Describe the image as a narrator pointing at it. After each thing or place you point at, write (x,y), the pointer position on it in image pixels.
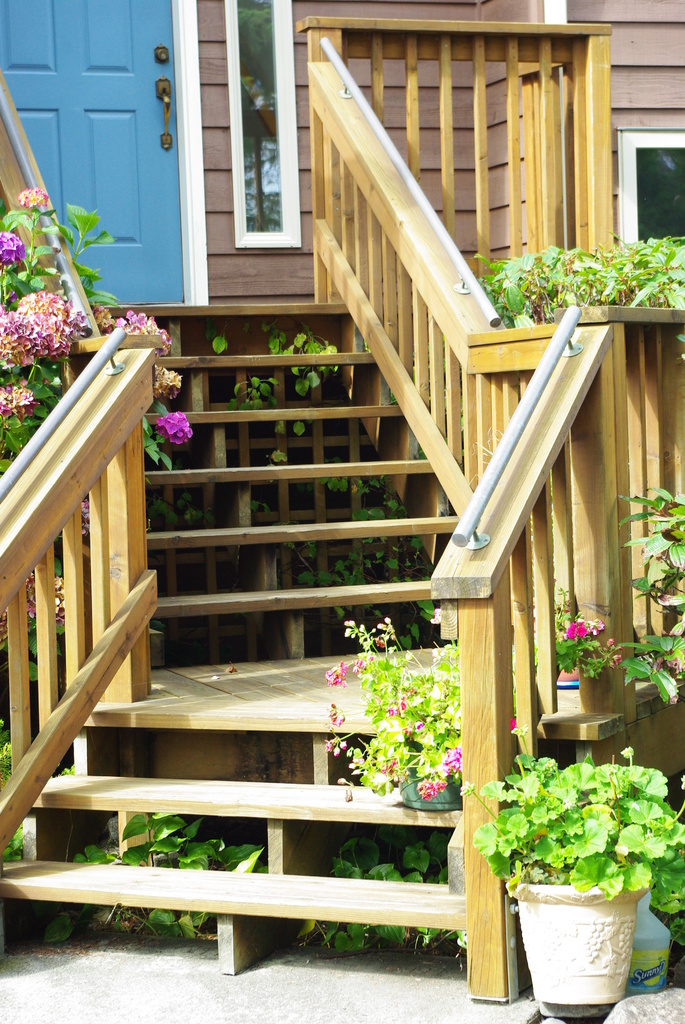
Here we can see steps (201,742), door (144,275) and plants (608,803) with flowers (72,330).
